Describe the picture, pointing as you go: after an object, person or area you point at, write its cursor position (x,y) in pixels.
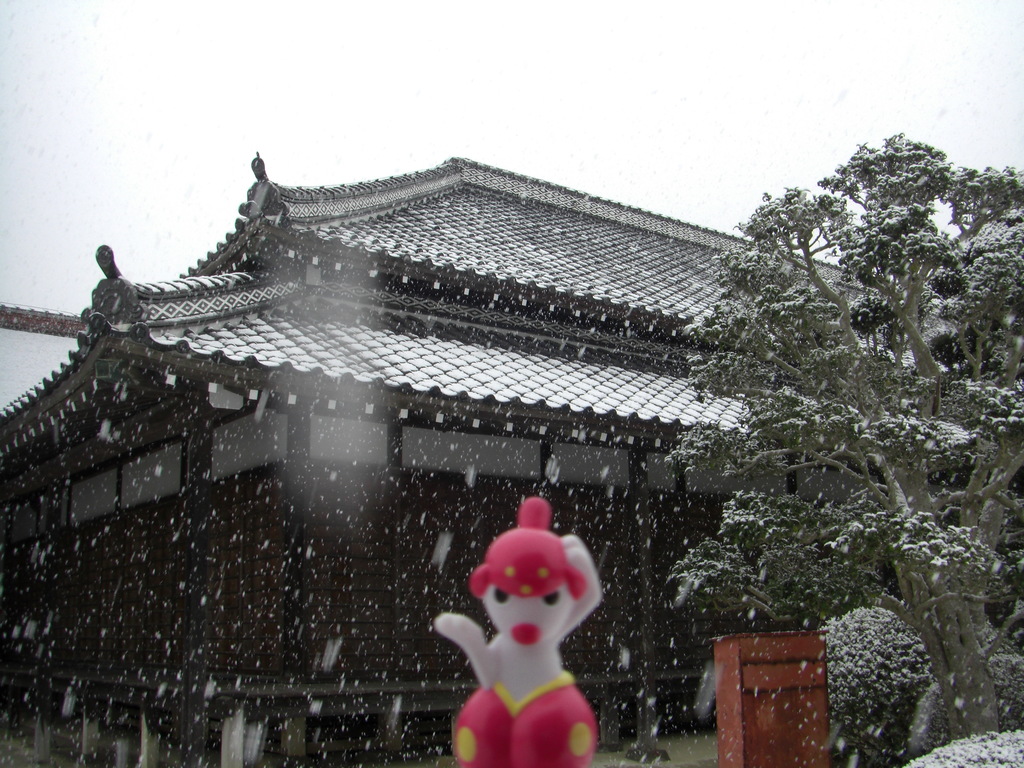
This image consists of a house (403,504). On the right (856,531), we can see a tree (875,420). In the front (520,706), there is a doll (514,685). And we can see a snow fall (330,389). At the top (334,134), there is sky (136,199).
